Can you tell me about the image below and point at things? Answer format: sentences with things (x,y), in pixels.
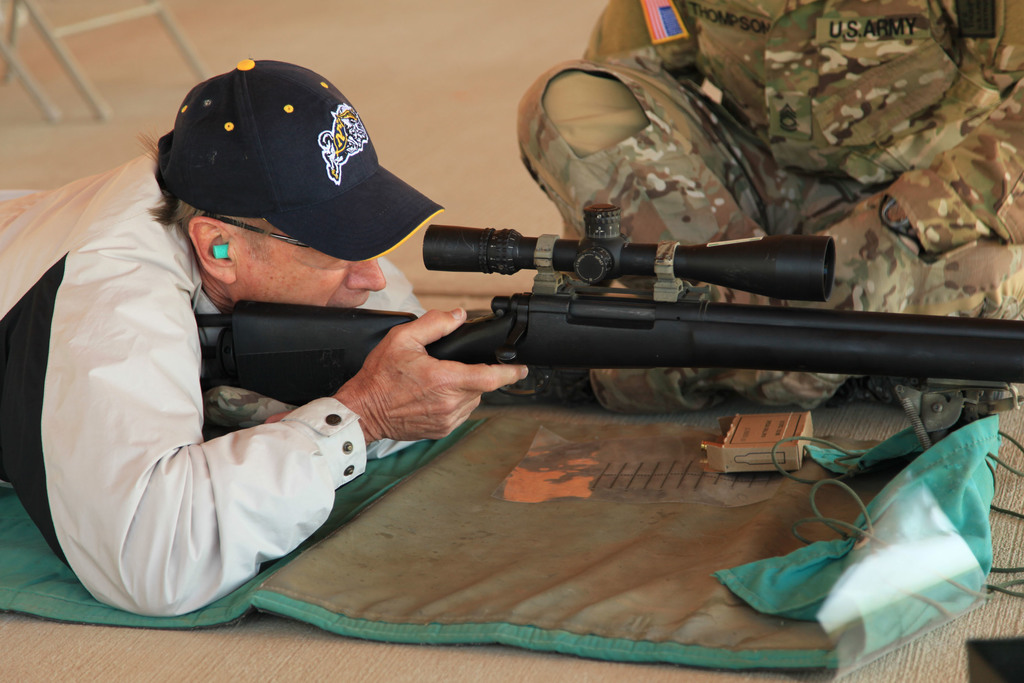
In this picture I can see a person (373,355) holding the rifle (475,323). I can see a person (609,199) wearing the uniform (733,169) and sitting on the surface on the right side (735,149).
